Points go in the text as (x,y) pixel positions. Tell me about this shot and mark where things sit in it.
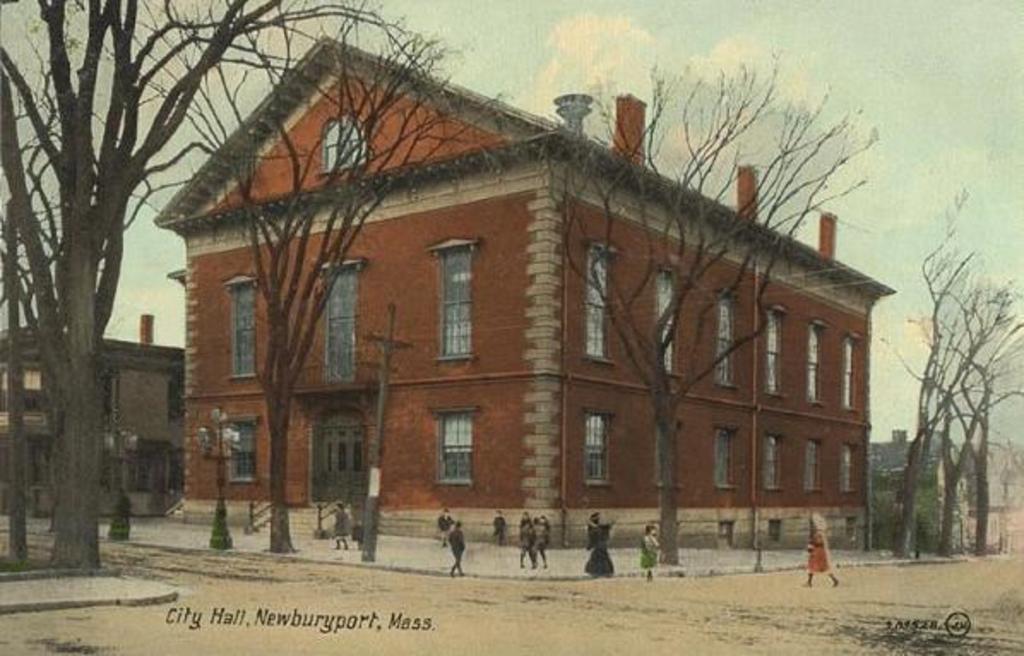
In the image we can see there are people (589,555) standing on the road (450,597) and there are buildings (428,381) and there are trees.
